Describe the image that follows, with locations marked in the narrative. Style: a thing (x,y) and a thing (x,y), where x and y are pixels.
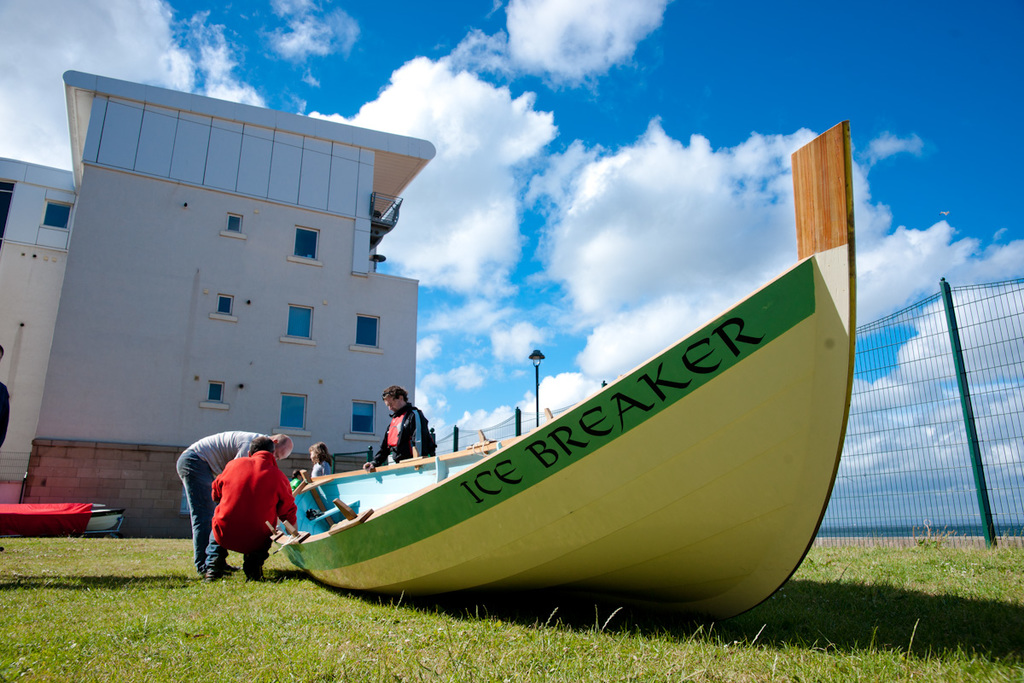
In the picture we can see a grass surface (280,632) on it, we can see a boat (653,587) which is yellow in color and a green border (309,566) and written on it as an icebreaker and some people (249,566) are doing repairs to it and one man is standing behind it with a girl child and in the background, we can see a house building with windows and glasses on it and we can see a fencing wall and a pole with light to it and behind it we can see a sky (583,196) with clouds (628,187).
